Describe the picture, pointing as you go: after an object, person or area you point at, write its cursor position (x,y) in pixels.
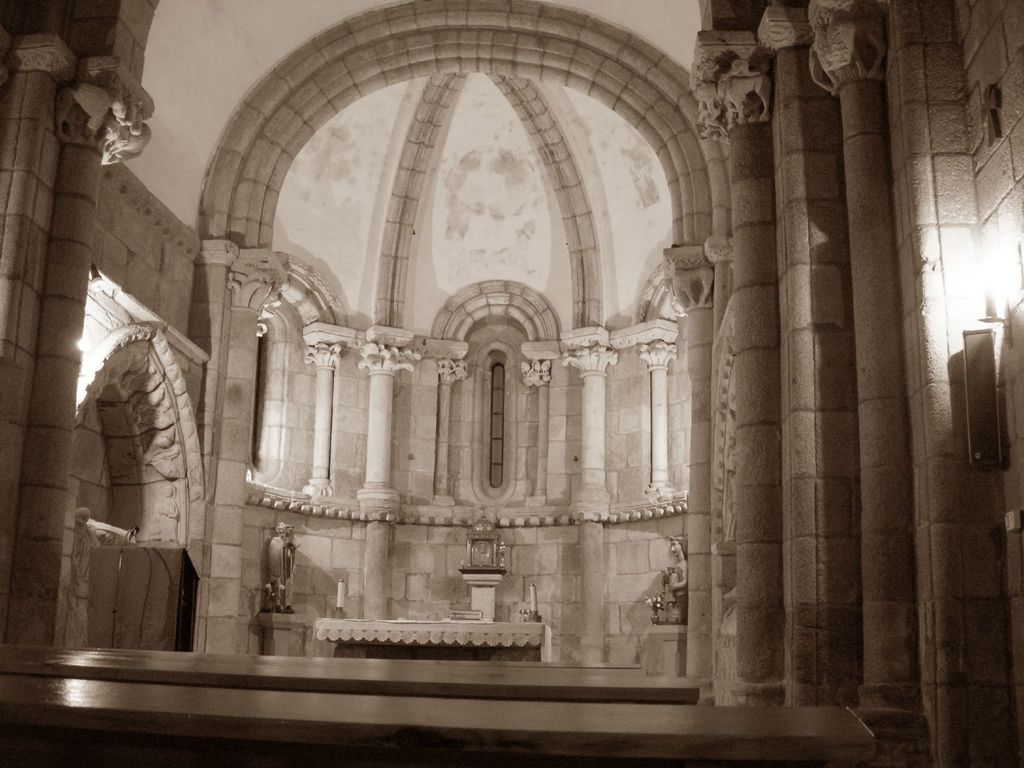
In front of the image there are tables (458,696). In the background of the image (655,606) there are some objects (671,581) on the platforms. There is a table (474,633). On top of it there are some objects (487,617). There are carvings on the wall (353,7). There are lamps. On the right side of the image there is a speaker (980,336) on the wall (978,492).
